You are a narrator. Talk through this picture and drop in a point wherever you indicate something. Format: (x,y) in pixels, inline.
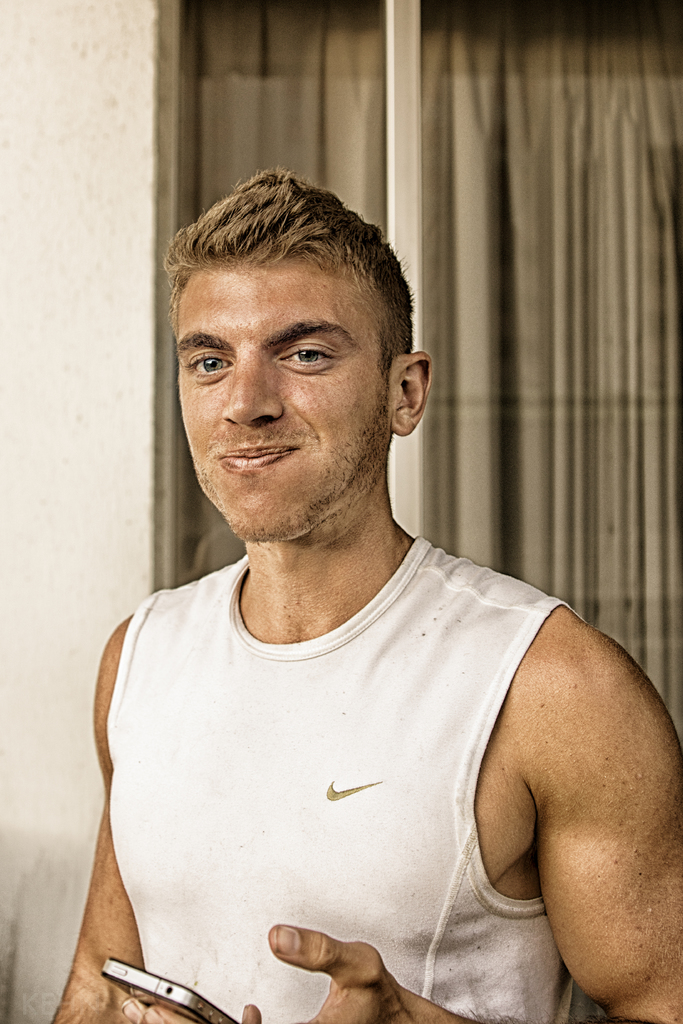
This is the picture of a room (386,464). In this image there is a person (393,799) standing and holding the phone (121,968). At the back (33,614) there is a curtain (574,235) and wall (23,467).
